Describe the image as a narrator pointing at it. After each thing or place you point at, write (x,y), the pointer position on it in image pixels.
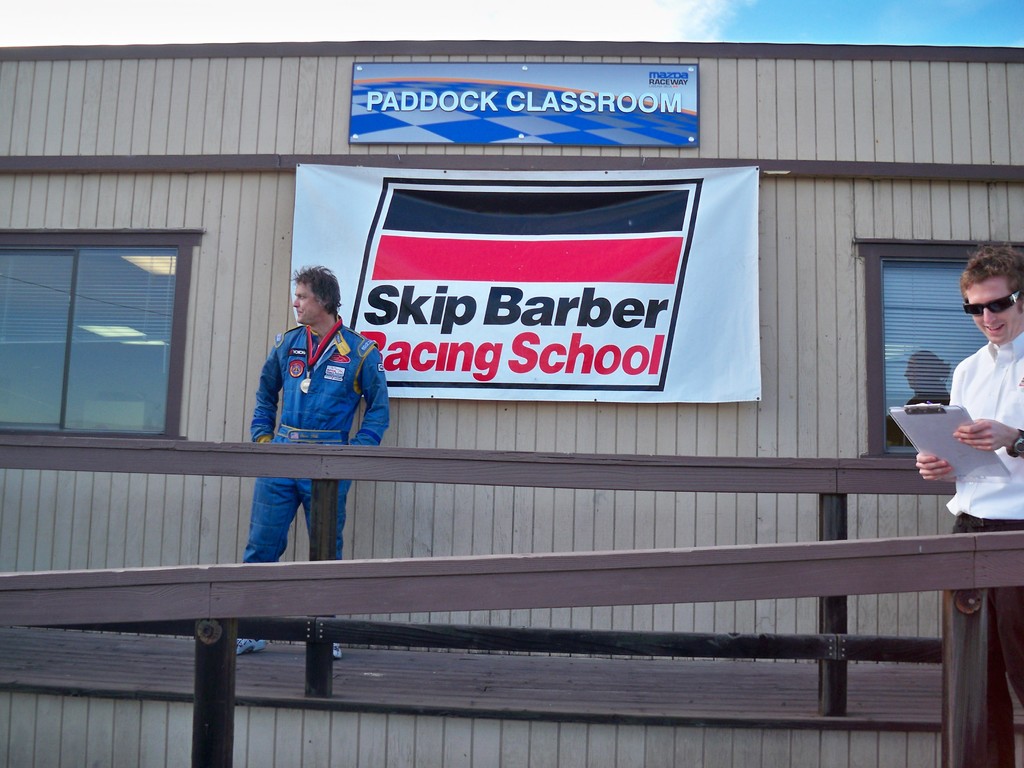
In this picture I can see there is a building (114,302) here and there are banners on it. There is a man (284,355) standing here and he is wearing a blue shirt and pant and a medal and there is another man (1006,391) standing here.
